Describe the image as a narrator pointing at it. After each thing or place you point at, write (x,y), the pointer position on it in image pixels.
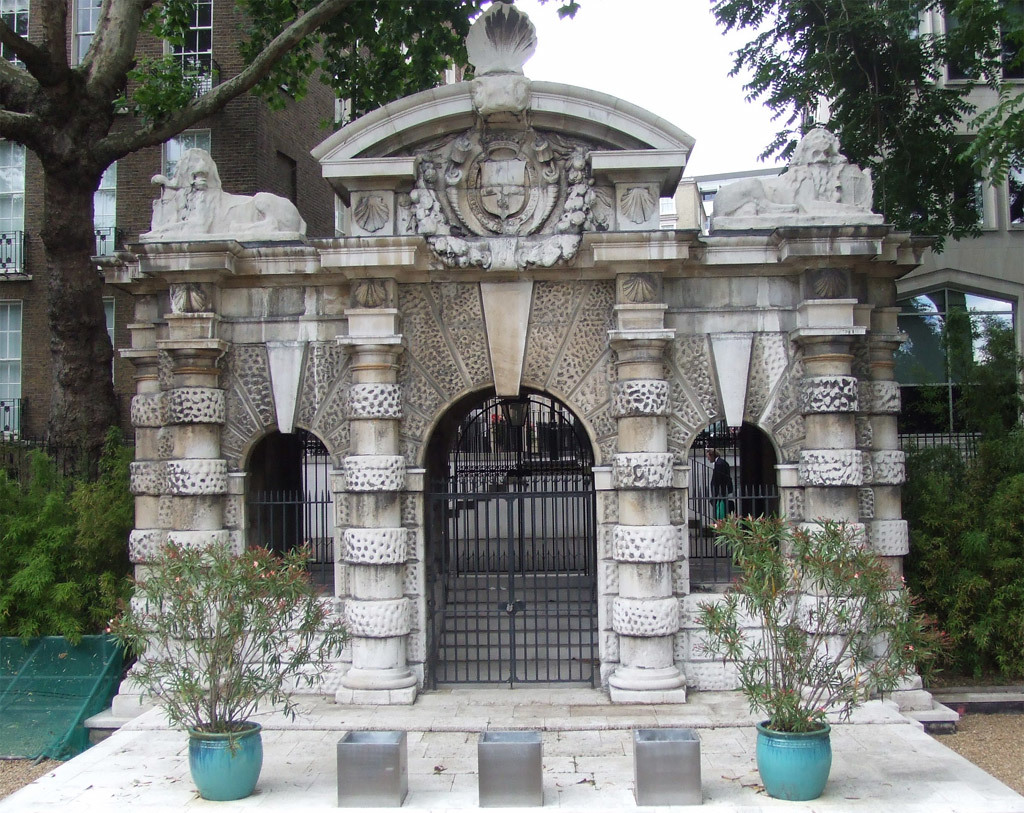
In this image we can see a shelter (585,369), gate (562,472), plants (727,539) and other objects (699,504). In the background of the image (446,85) there are buildings (232,17), trees (898,210), plants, sky (526,7) and other objects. At the bottom of the image (99,806) there is the floor (447,806).
